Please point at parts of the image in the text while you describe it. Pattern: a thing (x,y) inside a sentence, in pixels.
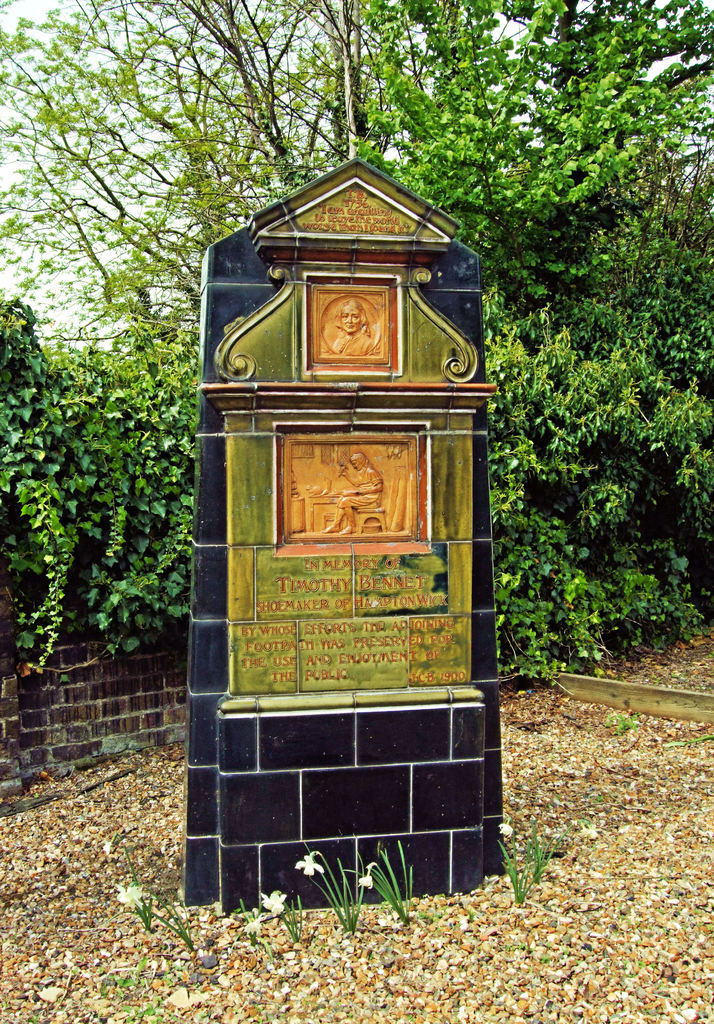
In this image we can see a memorial (396,810), plants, flowers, stones (200,912), wall (4,594), and trees (484,36). In the background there is sky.
